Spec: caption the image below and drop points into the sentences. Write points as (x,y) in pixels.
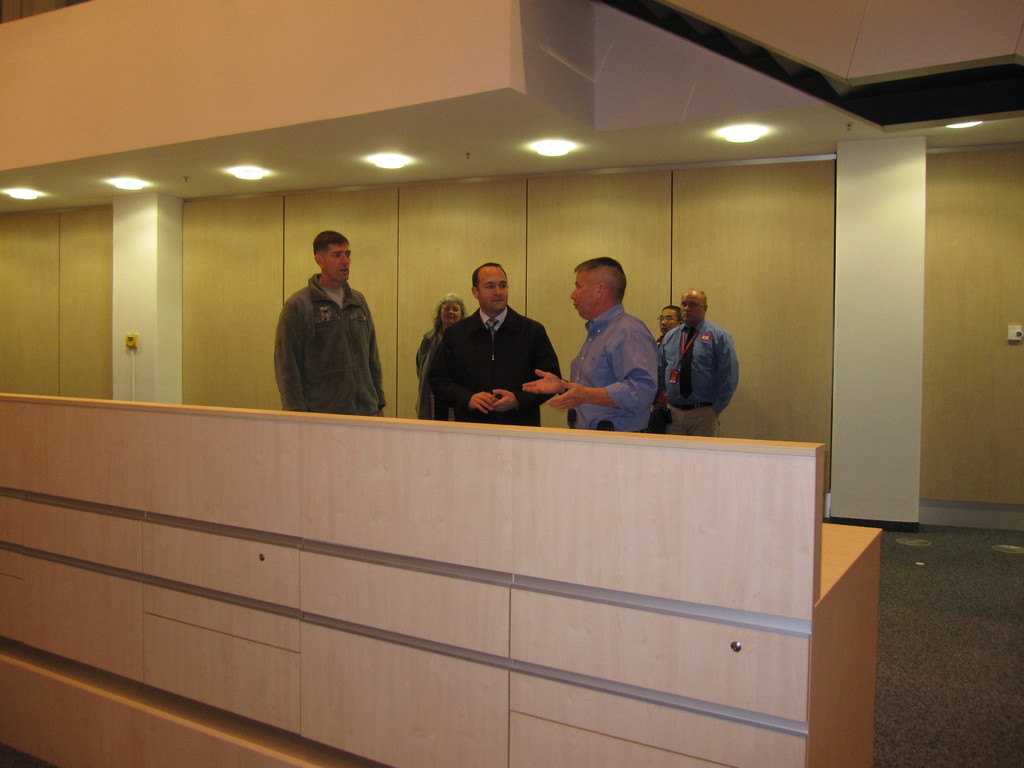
This image is taken indoors. At the top of the image (277,63) there is a ceiling (317,113) with lights (730,131). In the background (486,230) there is a wall (420,318). At the bottom of the image (938,687) there is a floor (952,740). In the middle of the image (473,482) there is a wooden table (307,547). A few men (509,360) and a woman (424,372) are standing on the floor (939,739).
